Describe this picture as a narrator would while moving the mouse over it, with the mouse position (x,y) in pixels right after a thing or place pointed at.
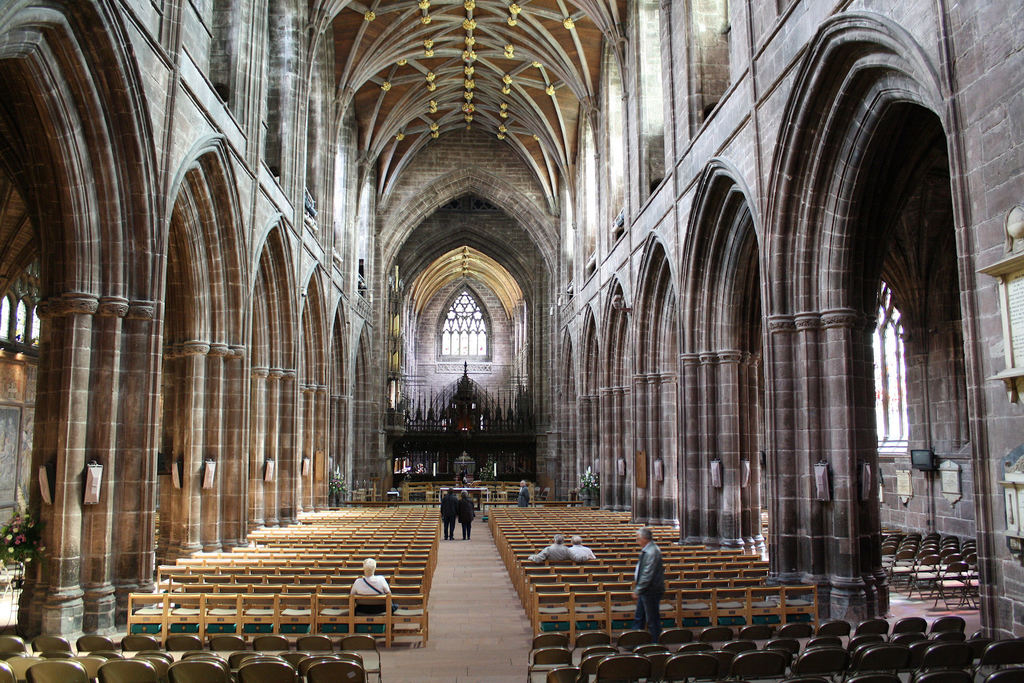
This is an inside view of a building (300,309) and here we can see chairs (302,546) and there are boards (907,490) on the wall (886,489) and we can see people (553,559), some are sitting on the chairs (275,601) and there are flower pots (13,515) and we can see pillars (359,395). At the top (433,111), there is a roof (456,95) and at the bottom (460,631), there is a floor (472,635).
